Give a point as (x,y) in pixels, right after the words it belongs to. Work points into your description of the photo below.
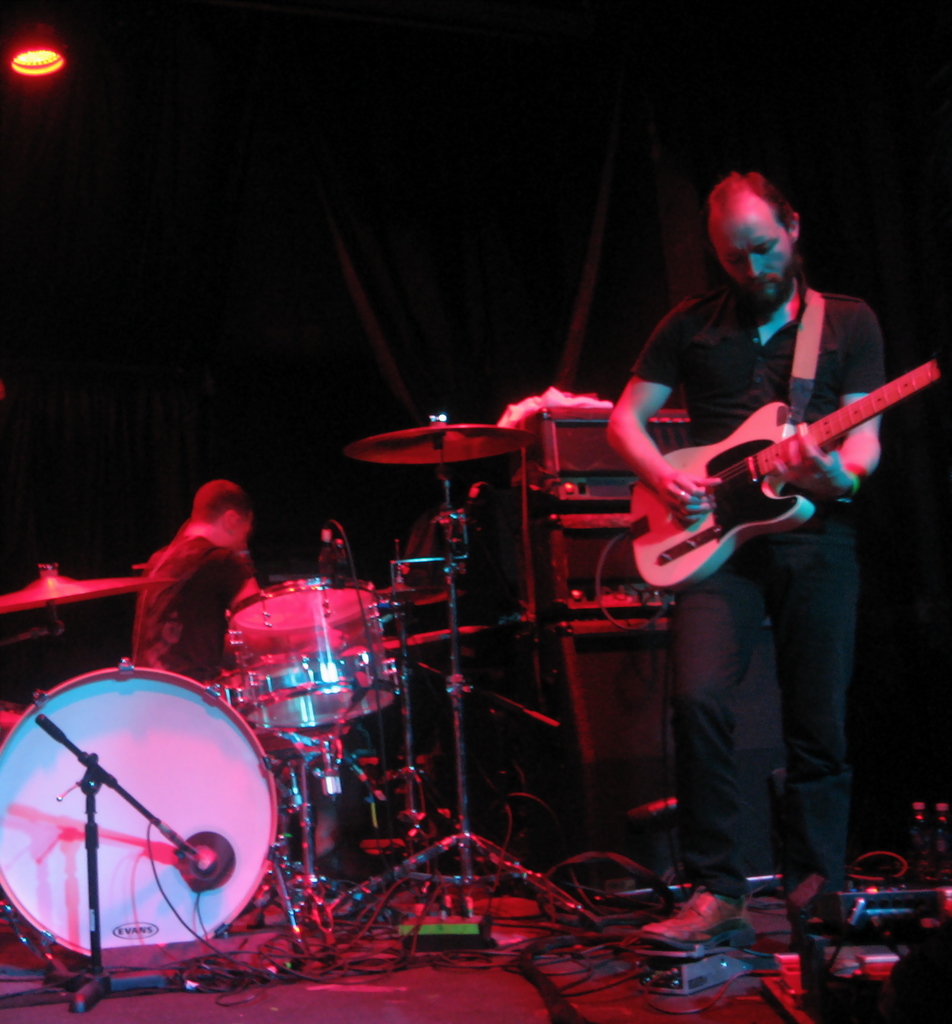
A man (732,260) in black shirt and black pant (730,752) is holding a musical instrument (717,549) and behind him there are some musical instruments (180,680) and we have a lamp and the back curtain (340,277) is black in color.
